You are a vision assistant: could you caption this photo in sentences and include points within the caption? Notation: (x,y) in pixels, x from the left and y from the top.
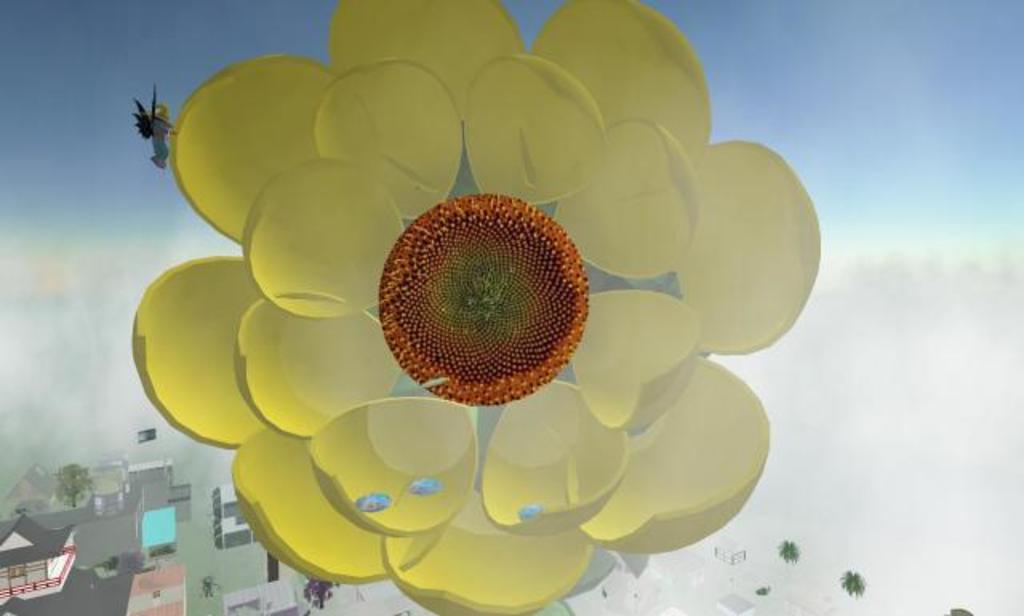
This is an animated picture. Here we can see a flower (368,438), houses (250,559), and trees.
